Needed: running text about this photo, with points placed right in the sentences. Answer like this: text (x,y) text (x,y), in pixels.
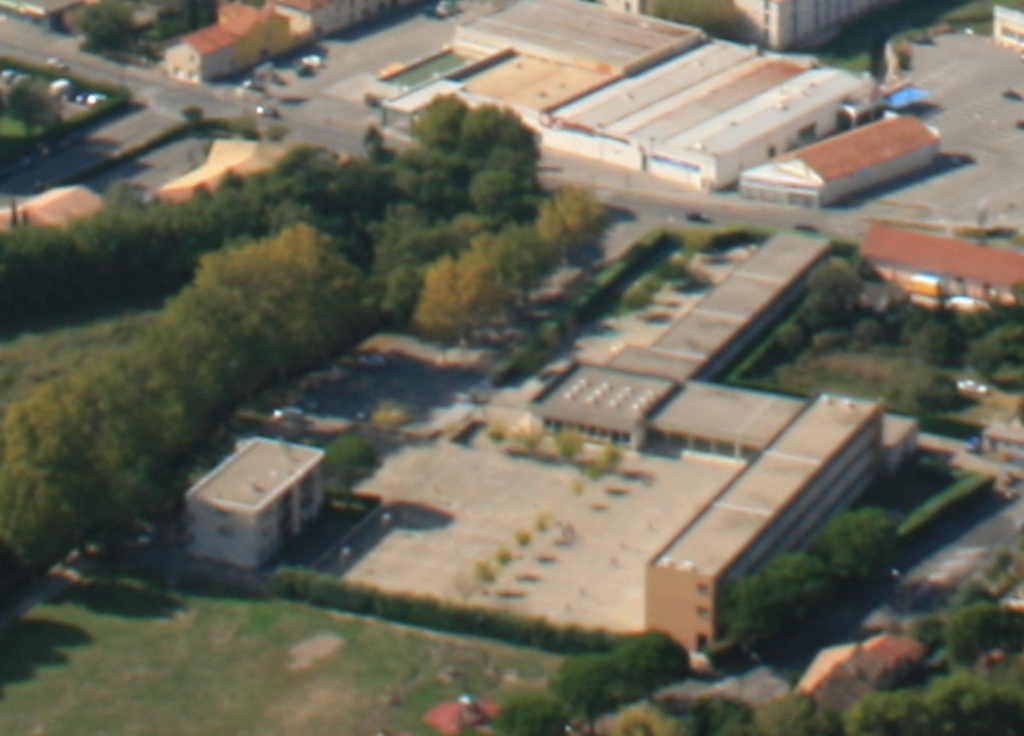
In the picture I can see some buildings (741,489), trees (533,239), grass (346,697) and some vehicles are moving on the road (619,188). This picture is taken from top view.
